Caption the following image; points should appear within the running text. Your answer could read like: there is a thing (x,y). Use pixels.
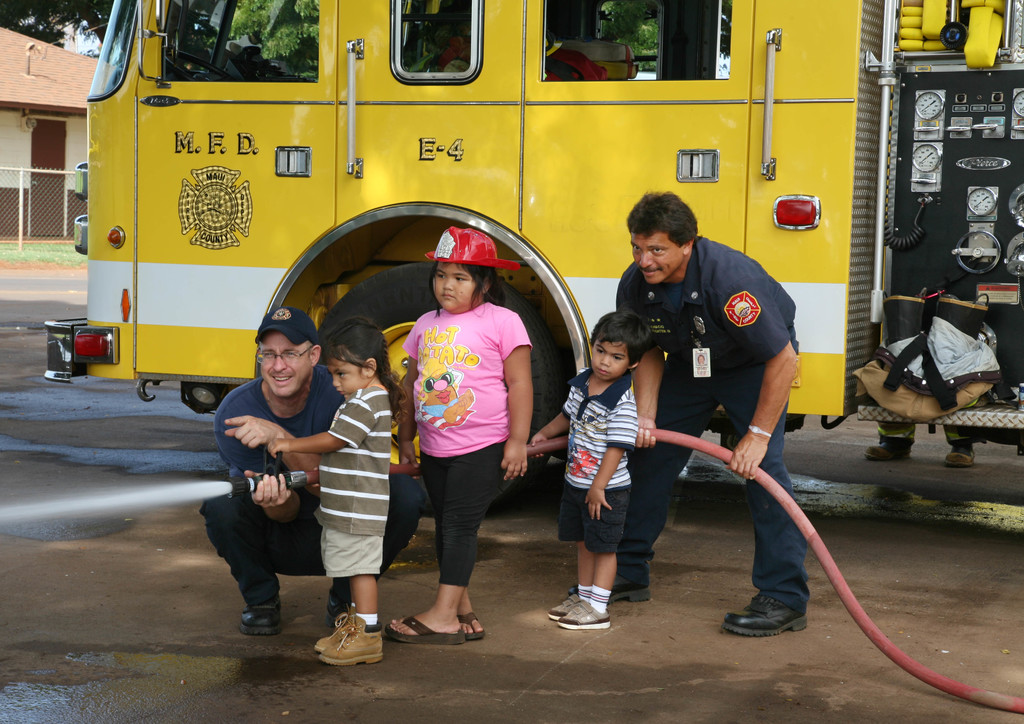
In the foreground (448,340) I can see five persons (339,578) on the road (823,577). In the background (96,128) I can see a vehicle (91,345), fence (35,239), grass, house (63,88) and trees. This image is taken during a day.
